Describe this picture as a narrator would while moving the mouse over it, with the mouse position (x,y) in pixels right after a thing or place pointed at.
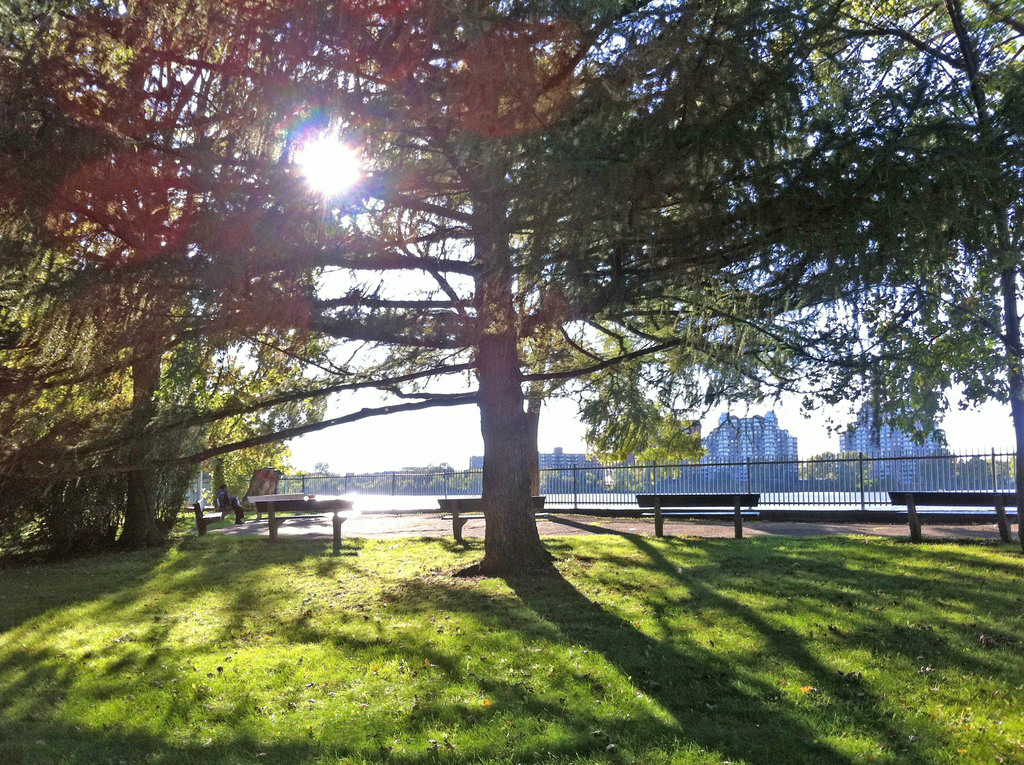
In this image we can see few trees (519,563). Behind the trees (520,521) we can see few benches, fencing (550,506), group of building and trees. In the foreground (462,620) we can see the grass (429,623). At the top (326,164) we can see the sun (322,148) in the sky (546,436).
